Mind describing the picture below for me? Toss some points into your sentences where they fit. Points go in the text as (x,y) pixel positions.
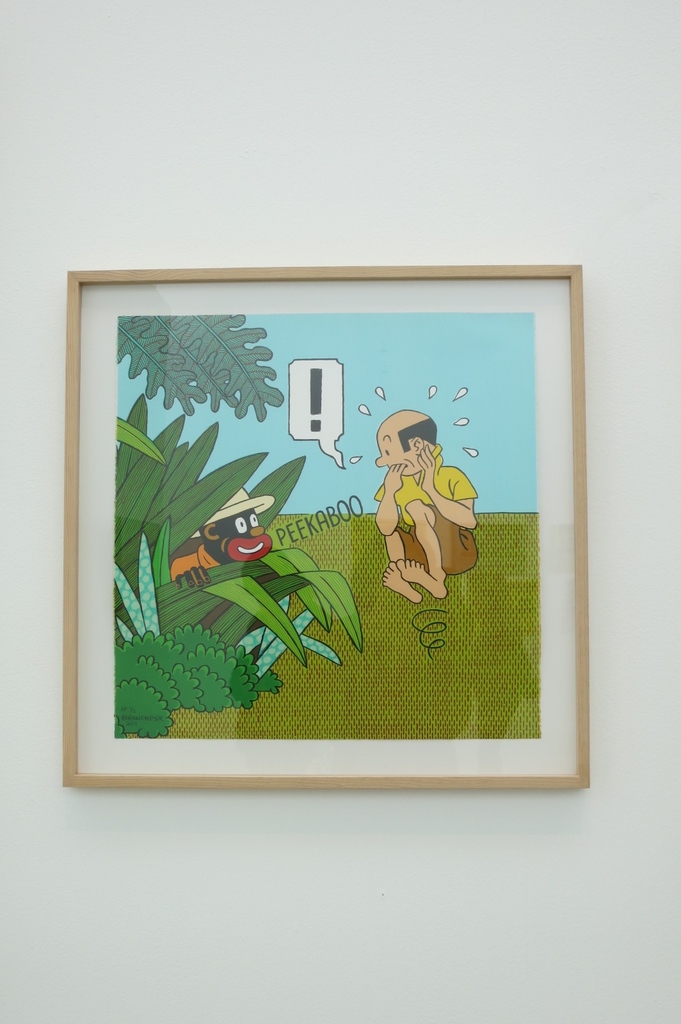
In the image we can see there is a photo frame (342,583) on the wall (17,789) in which there is a cartoon image (329,516), a person (430,517) is sitting on the ground (382,641). Beside there is another person (220,551) wearing cap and hiding behind the plants (186,611). The wall (168,890) is in white colour.
